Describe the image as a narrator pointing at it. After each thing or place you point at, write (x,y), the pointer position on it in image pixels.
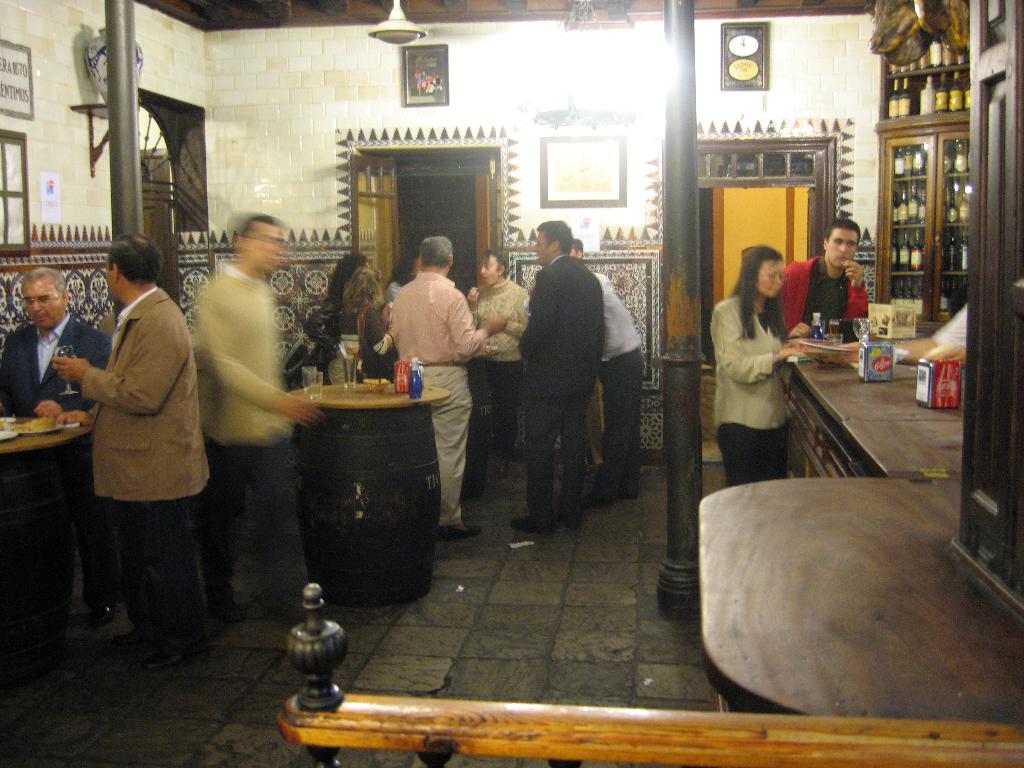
In this picture there are a group of people (184,557) Standing and in the right side (872,428) there is a table (876,389) and there some wine bottles (910,192) arranged in the shelf (936,238).
